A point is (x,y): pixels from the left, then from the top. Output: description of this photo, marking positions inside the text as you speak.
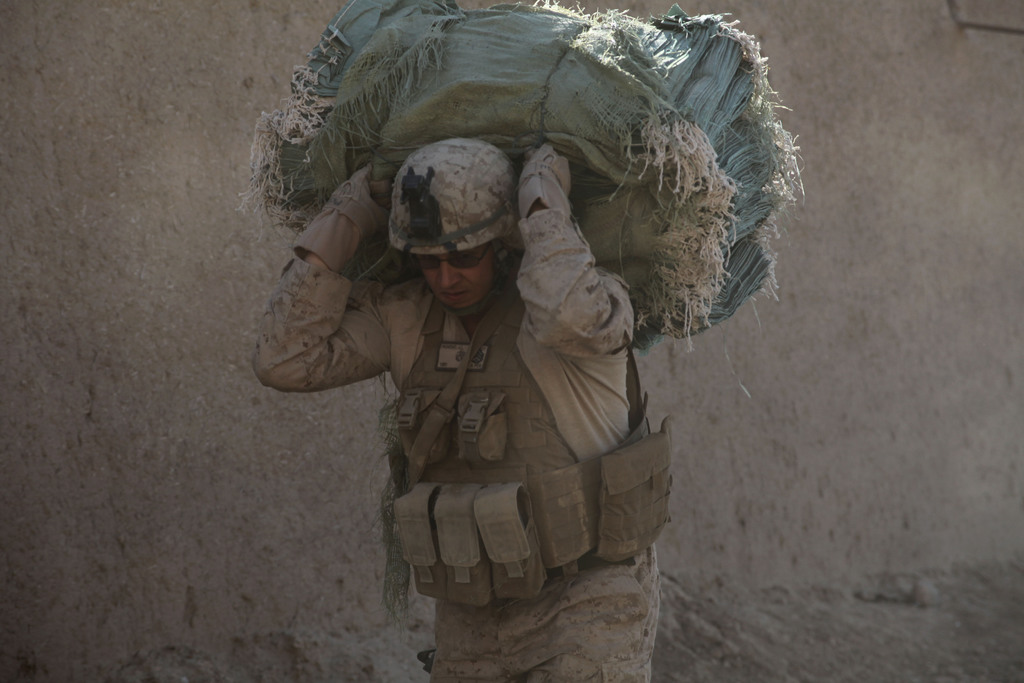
In the image in the center (541,414) we can see one man (526,459) standing and holding bags (618,186) and he is wearing a helmet (489,162). In the background (804,56) there is a wall (223,132).
